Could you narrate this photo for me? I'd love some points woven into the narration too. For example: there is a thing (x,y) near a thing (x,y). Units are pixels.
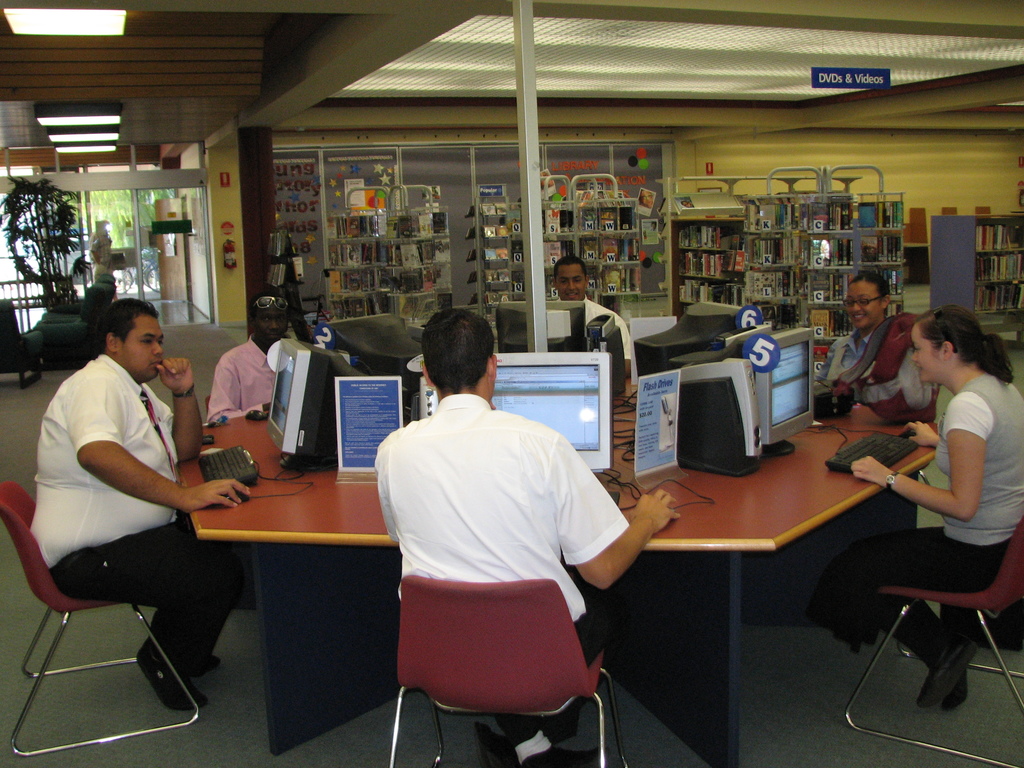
In this picture there are group of people (468,401) sitting in the chair (1007,584) near the table (341,492) and in table (699,547) there are computers (661,357), name boards (660,413) and in back ground (611,303) there are some objects (608,236) in the racks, a plant (17,188), door (111,197), light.
